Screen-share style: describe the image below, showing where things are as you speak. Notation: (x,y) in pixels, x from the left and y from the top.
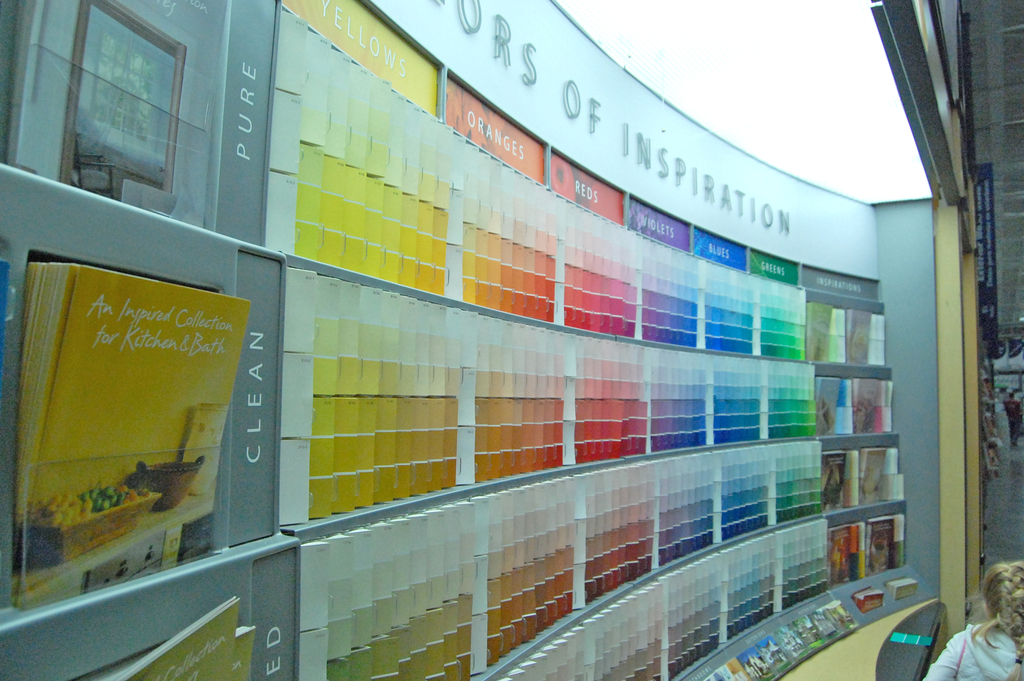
In this image we can see a wall (925,442), on the top of it there is some text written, on the left side of the image (239,672) there are a few books (180,297) in the racks (157,273) and some text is written beside it, there are color palette (643,484) on the wall (264,672), in front of it there is a person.
